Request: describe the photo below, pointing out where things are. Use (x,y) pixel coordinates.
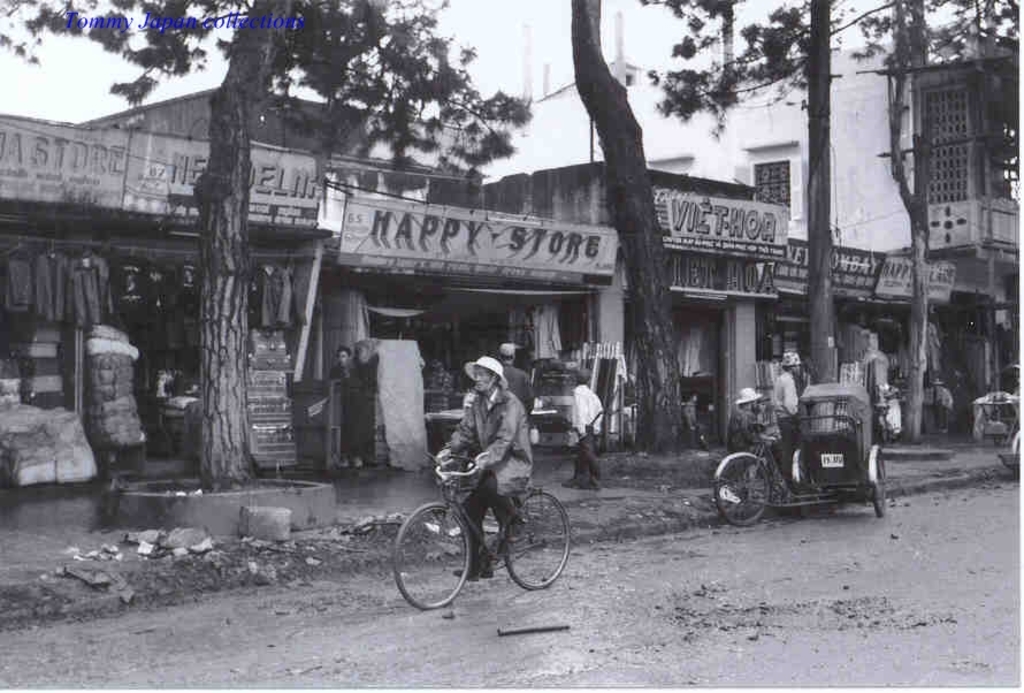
This is a black and white image. I can see a man (501,426) wearing a hat (488,366) and riding bicycle (538,530). I can see two persons (791,393) standing beside the road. I Think this is a kind of rickshaw (799,457). At background (479,266) I can see stores (144,293) and shops (451,292). This is the name board (467,246) of the store (481,246). This is the tall tree (628,179) with big trunk (650,311). At the right corner of the image (880,158) I can see a building (963,222). I can see a man (353,410) standing in front of the store (333,341).
